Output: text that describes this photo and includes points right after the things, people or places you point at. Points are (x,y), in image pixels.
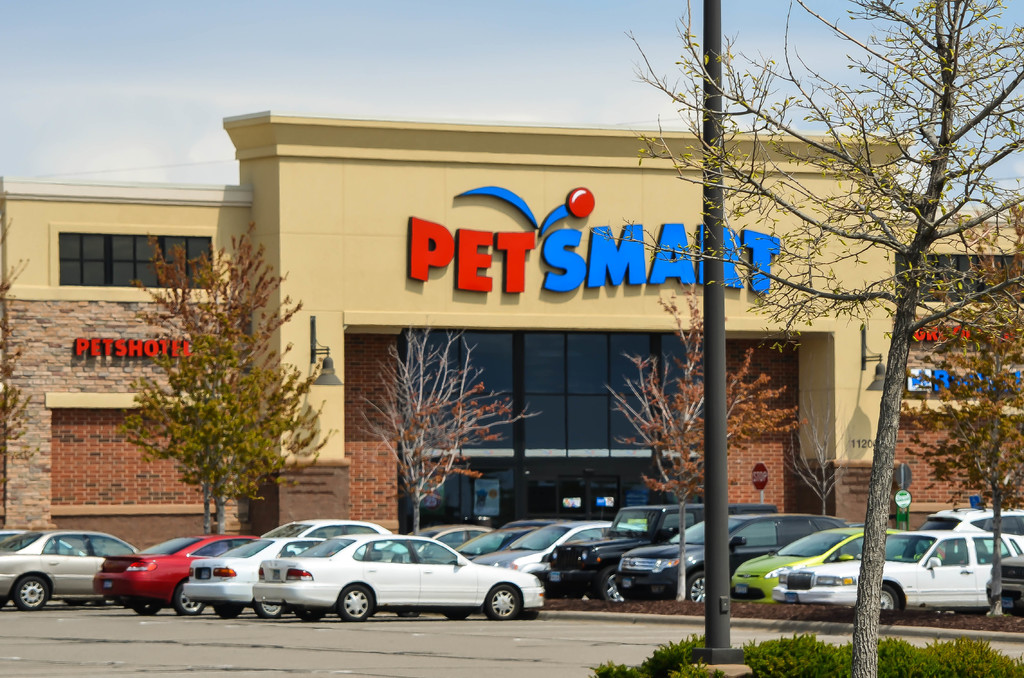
It looks like a store building (664,355) and there are cars (807,542) parked in front of this, these are the trees (939,322) at the top (674,83) it's a sky (403,61).
